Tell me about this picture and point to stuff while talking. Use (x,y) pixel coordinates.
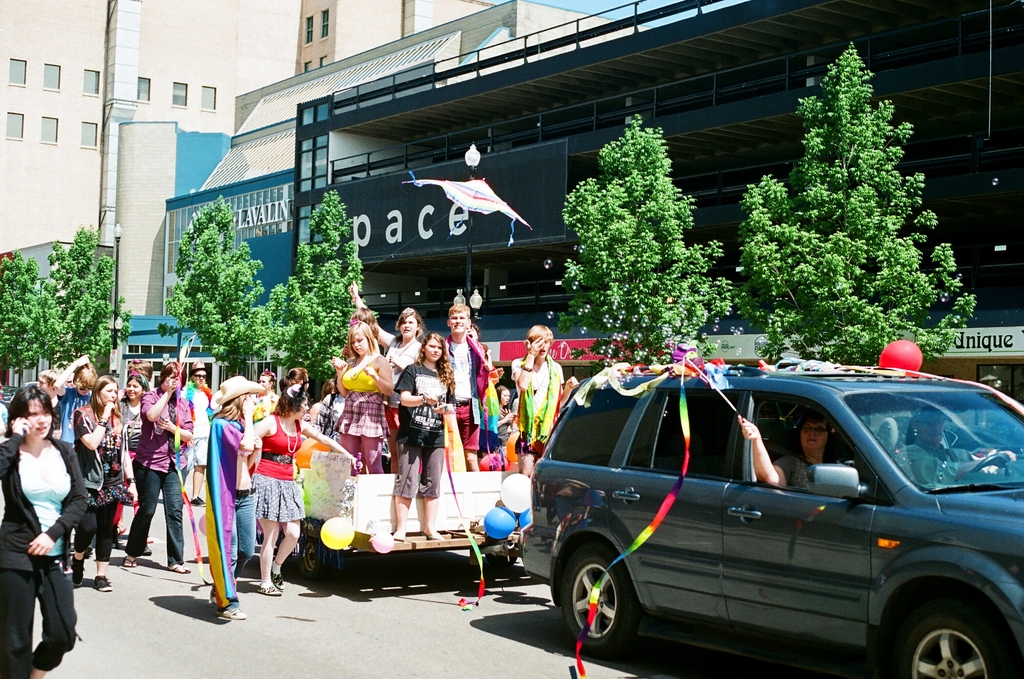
There are building (253,88) and plants (10,283) in front of them and there is a vehicle (475,529) where few girls (536,435) are standing on it and travelling along with car (821,547).
